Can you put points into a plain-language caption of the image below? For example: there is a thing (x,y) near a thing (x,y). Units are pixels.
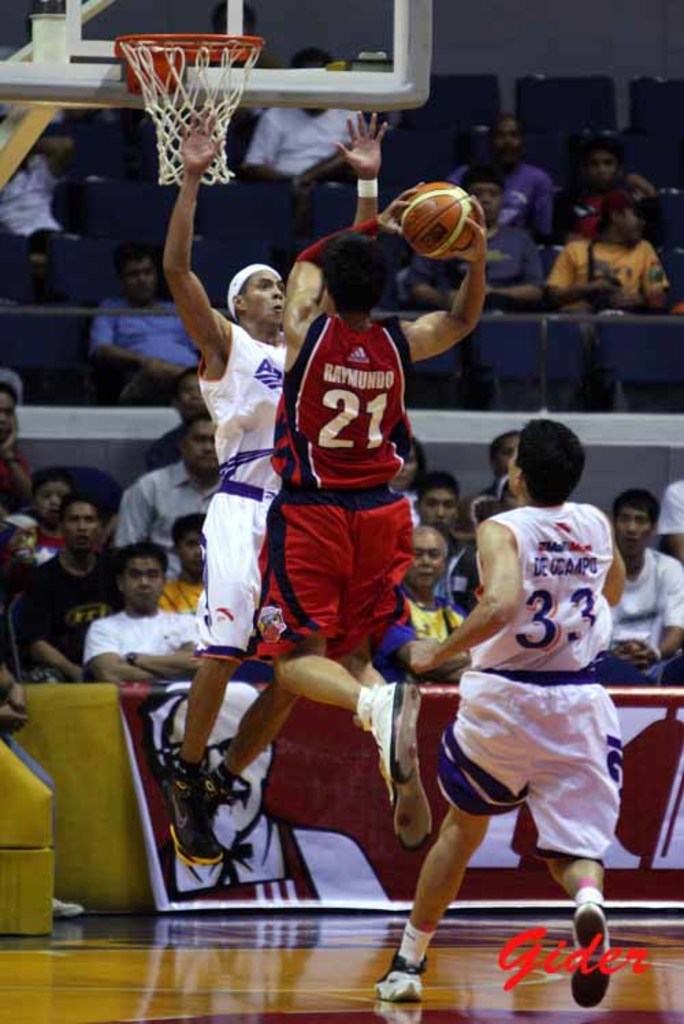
In the center of the image (279,583) we can see two persons (264,510) are jumping and one person (548,530) is running and they are in different costumes (326,571). Among them, we see one person (389,467) is holding a ball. At the bottom right side of the image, we can see some text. In the background (655,792) we can see fences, one banner (333,748), few people (195,473) are sitting, few people (190,485) are wearing some objects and a few other objects (635,345). At the top of the image (205,107) we can see one basketball ring (167,107) with net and a few other objects (84,41).
